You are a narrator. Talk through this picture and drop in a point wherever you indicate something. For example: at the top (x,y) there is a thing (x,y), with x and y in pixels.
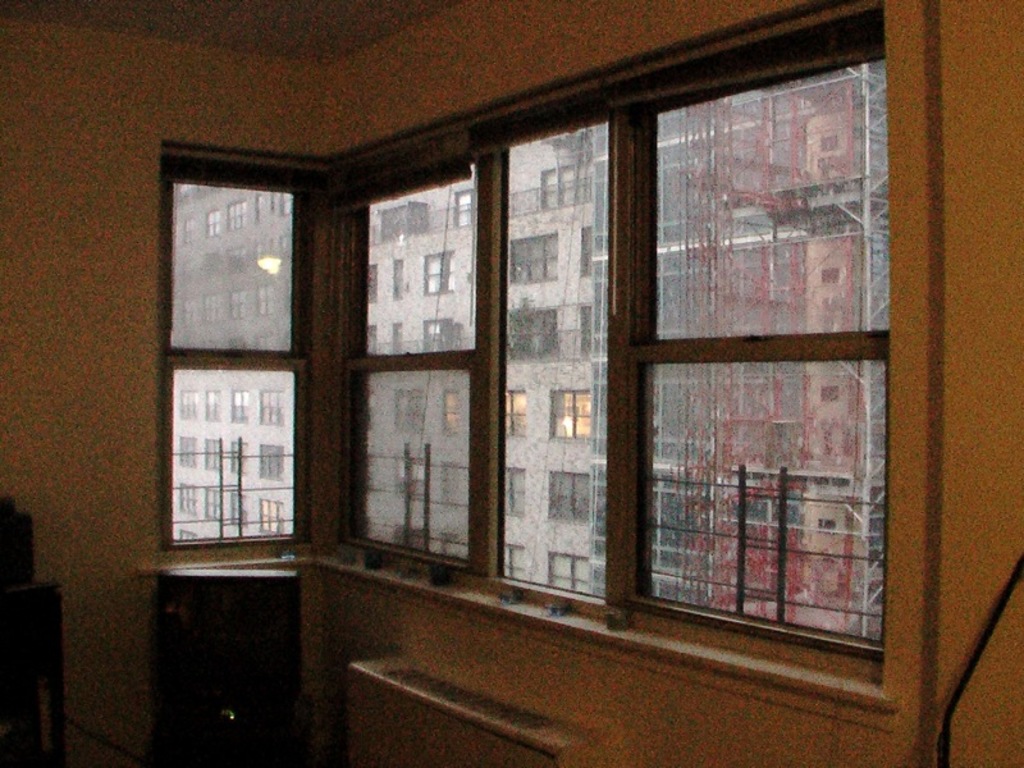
This image is taken indoors. In the middle of the image (443,394) there is a wall (953,484) with a few windows (541,416). Through the windows (476,396) we can see there are a few buildings (534,385). At the top of the image (221,27) there is a ceiling (243,25). At the bottom of the image (300,710) there is a cupboard (211,682) and there is a table (38,593).
